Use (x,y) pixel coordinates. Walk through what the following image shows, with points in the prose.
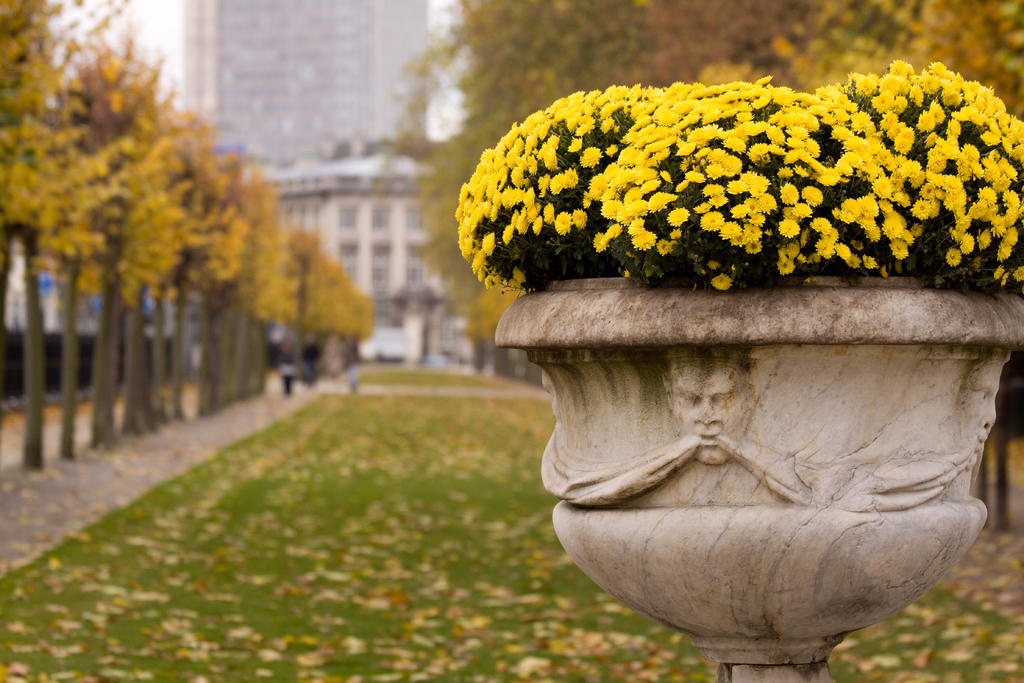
In this picture we can see some yellow flowers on the right side (1008,134). There are a few dry leaves (91,578) and some grass (89,542) is visible on the ground (89,560). We can see a few trees (527,58) and buildings (380,318) in the background (217,163). Background (277,370) is blurry.
